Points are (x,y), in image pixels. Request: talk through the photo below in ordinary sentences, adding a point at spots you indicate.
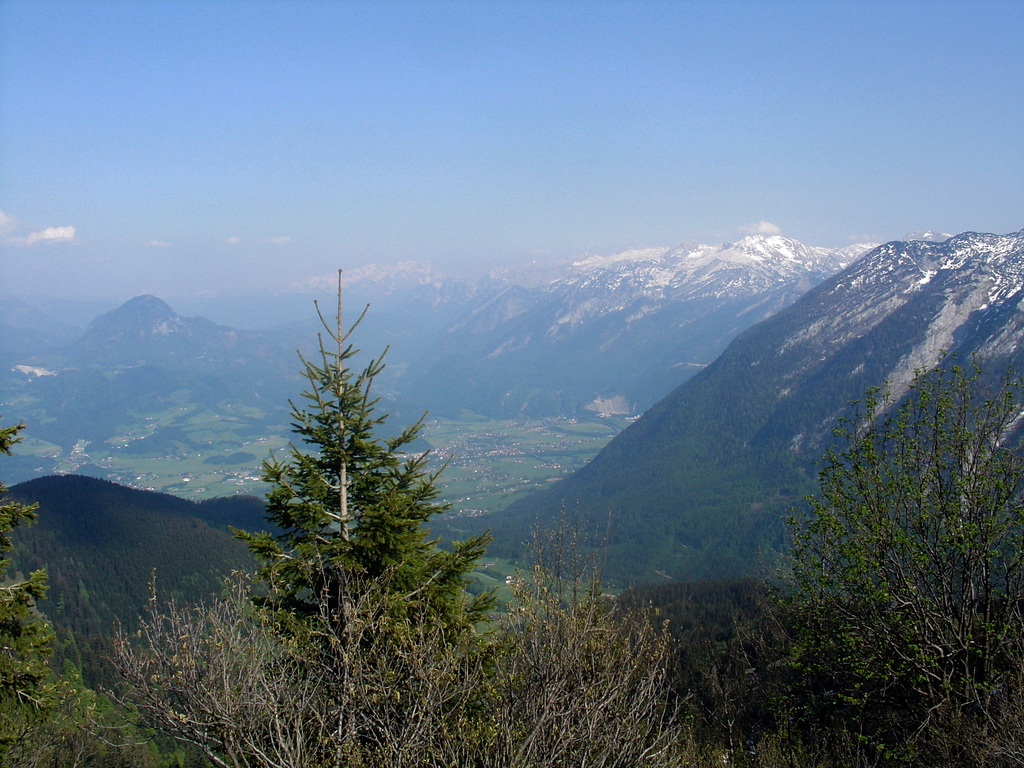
In the center of the image (365,266) we can see the sky (620,113), clouds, hills (784,408), trees (314,495), grass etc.
